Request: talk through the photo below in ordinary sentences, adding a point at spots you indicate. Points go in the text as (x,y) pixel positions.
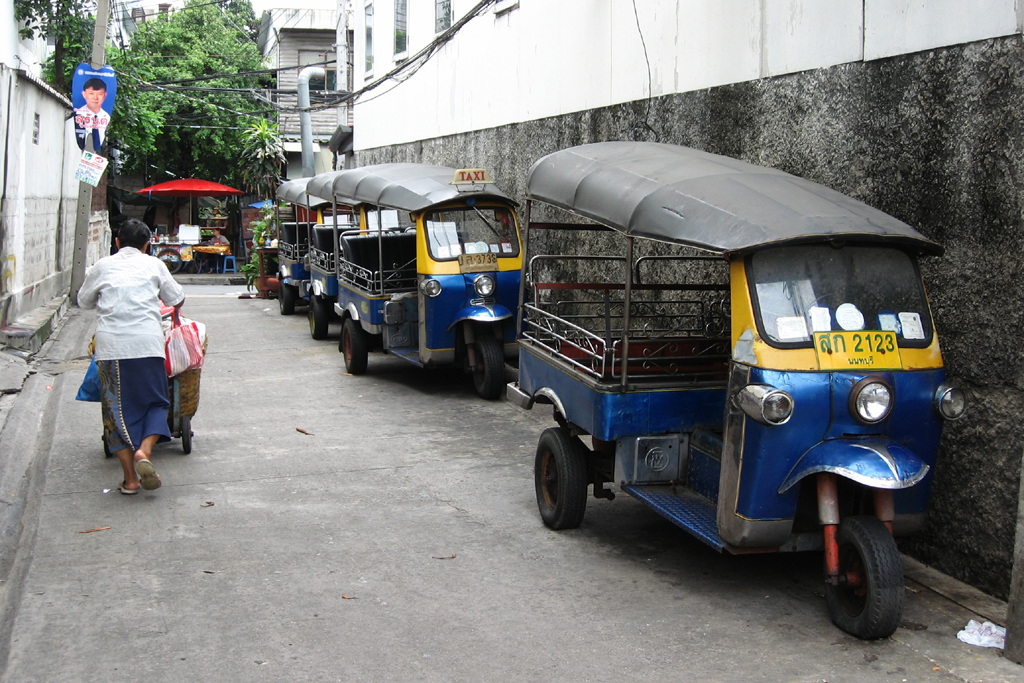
In this image I can see the road (253,520). On the road (362,541) there are many vehicles (415,364) and I can see the person (139,409) with the trolley (173,395). The person (163,410) is wearing the white and blue color dress (127,365). To the side I can see the pole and the wall (50,108). In the background (207,109) there are trees (130,90) and the building (39,74).
